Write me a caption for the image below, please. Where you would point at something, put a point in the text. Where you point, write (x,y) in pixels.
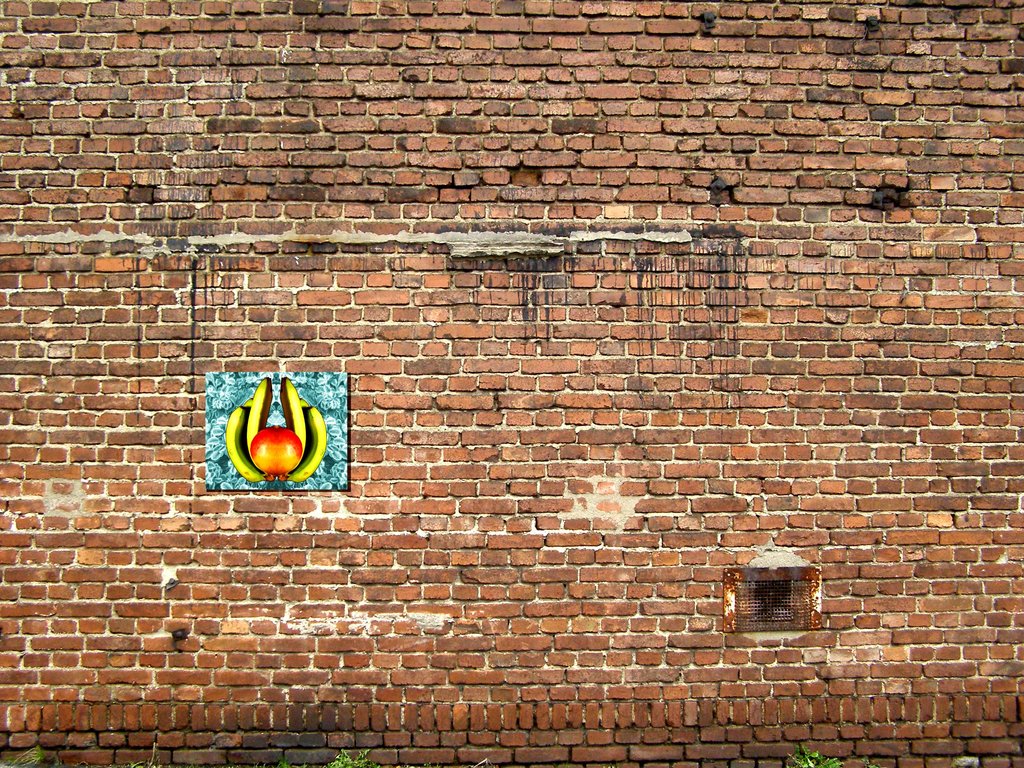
In this picture we can see a board (215,383) and mesh (754,595) are present on the brick wall (537,263). At the bottom of the image (43,755) we can see the plants (27,756).
